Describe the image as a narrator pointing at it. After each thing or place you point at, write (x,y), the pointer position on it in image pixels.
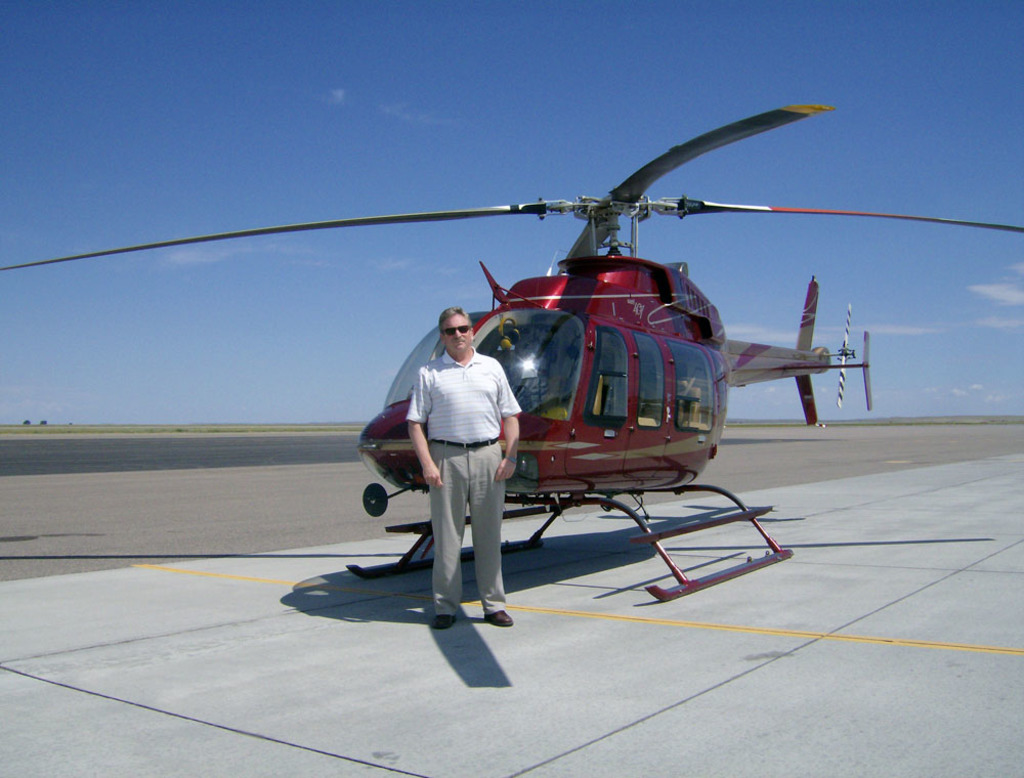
In the center of the image (538,326) there is a chopper (599,325). There is a person (505,429) standing in front of it. In the background of the image (457,154) there is sky (280,158).
